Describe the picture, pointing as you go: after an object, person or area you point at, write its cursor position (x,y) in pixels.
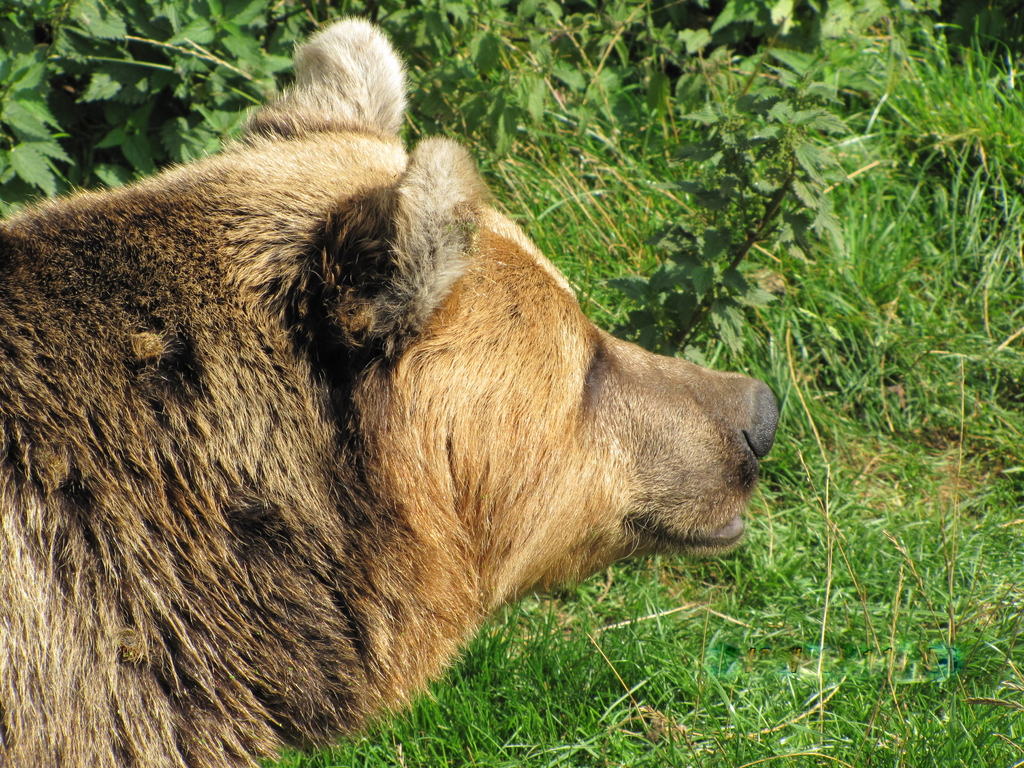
In this image there is an animal (541,492). In the background (641,240) there are plants (529,91) and grass (868,278).
